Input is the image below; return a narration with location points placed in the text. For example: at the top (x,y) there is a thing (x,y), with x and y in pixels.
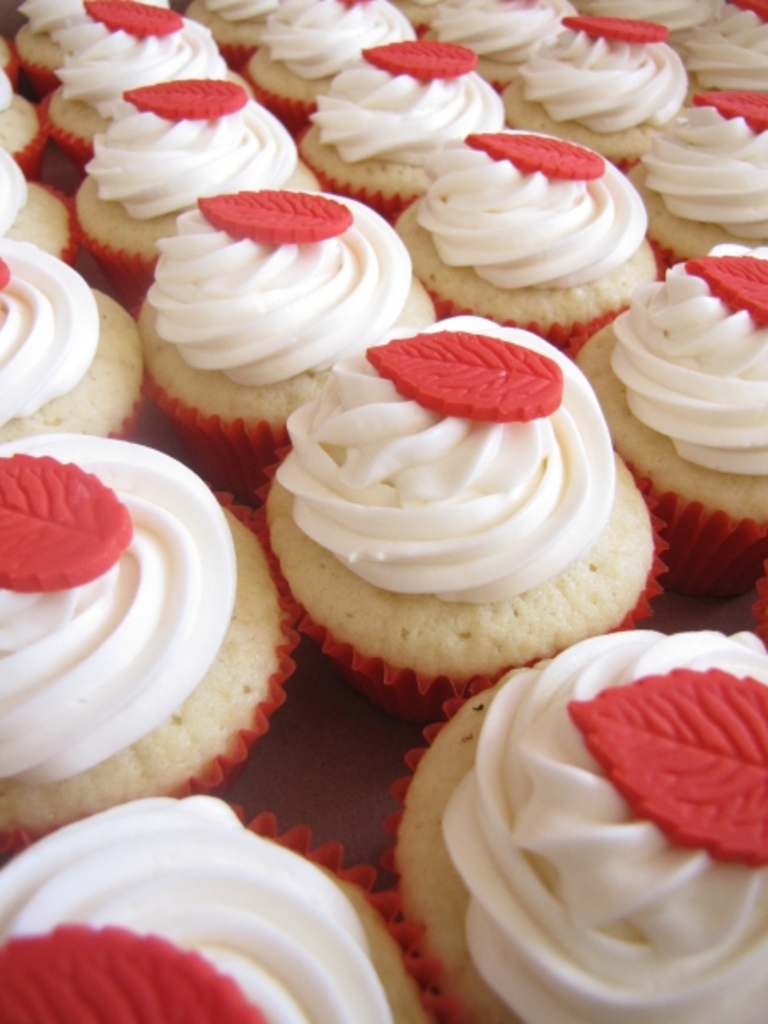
In this image we can see some cupcakes (735,1023) with whipped cream (317,959).
